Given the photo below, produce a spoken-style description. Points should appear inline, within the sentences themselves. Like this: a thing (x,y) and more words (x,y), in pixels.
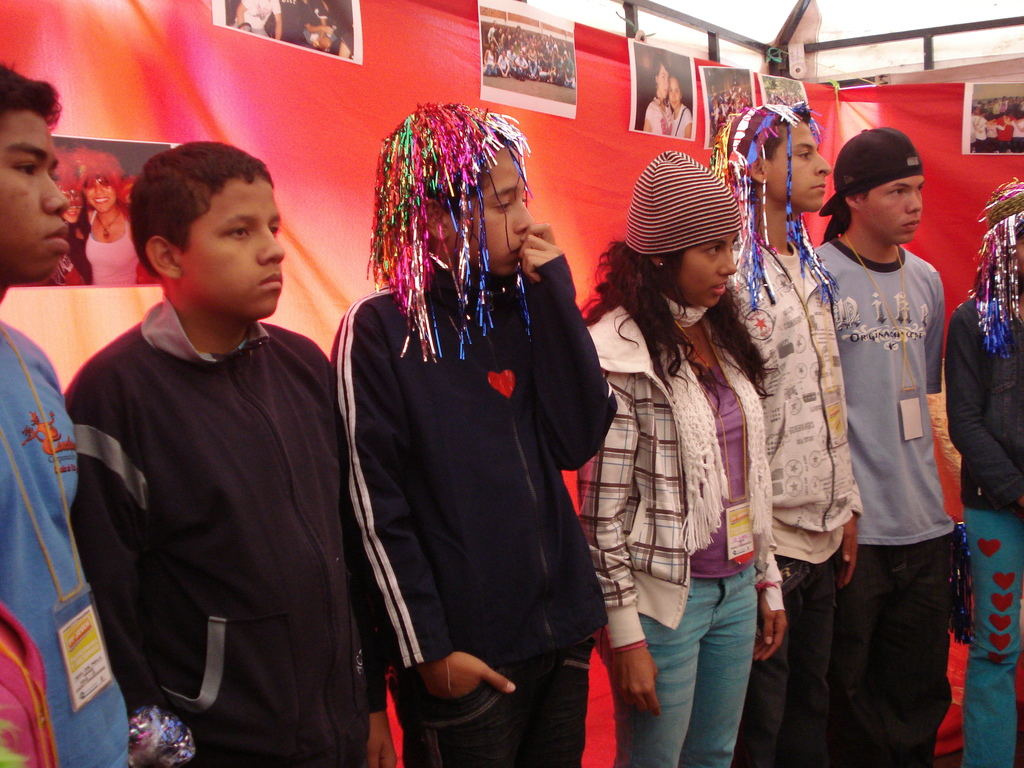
In this image we can see few people (382,369) standing. Some are wearing caps (670,243). And some are wearing tags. In the back (779,97) there is a cloth (271,102) with photos (138,161) pasted on that.
